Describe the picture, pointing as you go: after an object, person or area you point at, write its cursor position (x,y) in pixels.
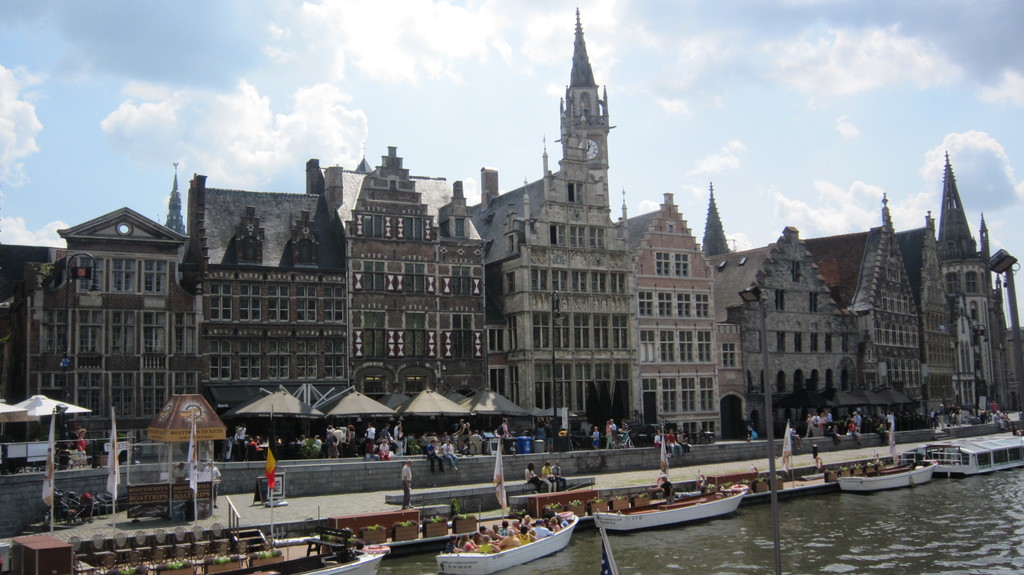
In the foreground of this image (801,552), there are boats (567,527) on the water (916,539). We can also see flags (504,478), few people (533,488) sitting on the stone bench (483,503), few plants (461,515), a stall (154,466) and two umbrellas (3,409) on the left (43,411). In the background (313,362), there are buildings (537,375), few people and the sky (377,91).
